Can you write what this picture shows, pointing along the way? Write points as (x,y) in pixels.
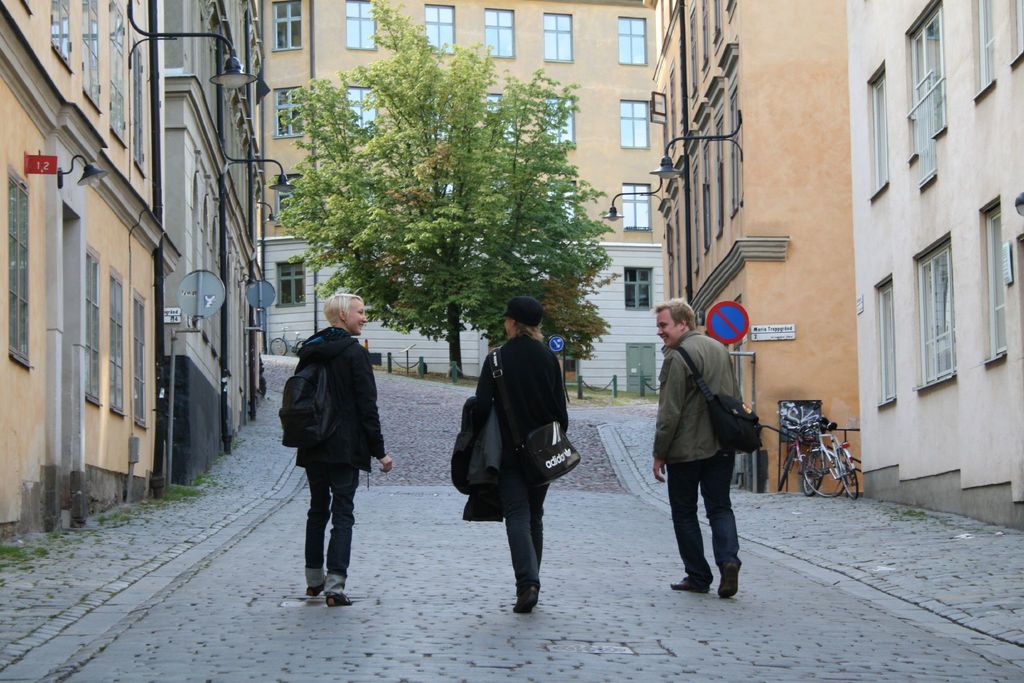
In the picture I can see three persons (721,375) are walking on the road (429,506) while carrying the backpacks (728,424). On the right side of the image (848,445) I can see cycles (829,450) parked here, I can see caution boards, I can see buildings (971,240) on either side of the image and in the background (372,267), I can see trees (372,267).
